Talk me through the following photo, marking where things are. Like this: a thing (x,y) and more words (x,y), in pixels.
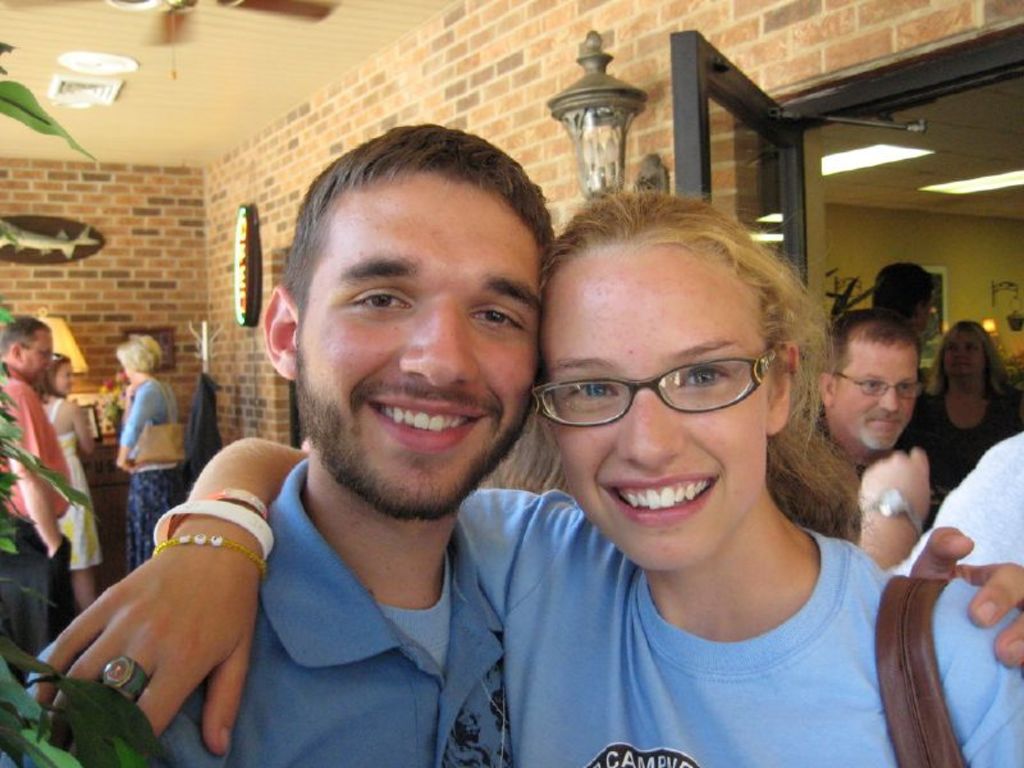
In this image I can see group of people (574,285) standing. In front (559,601) the person (626,651) is wearing blue color dress (767,654). In the background (53,258) I can see the light (610,157) attached to the wall (34,188) and I can also see few frames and the wall (146,197) is in brown color.
